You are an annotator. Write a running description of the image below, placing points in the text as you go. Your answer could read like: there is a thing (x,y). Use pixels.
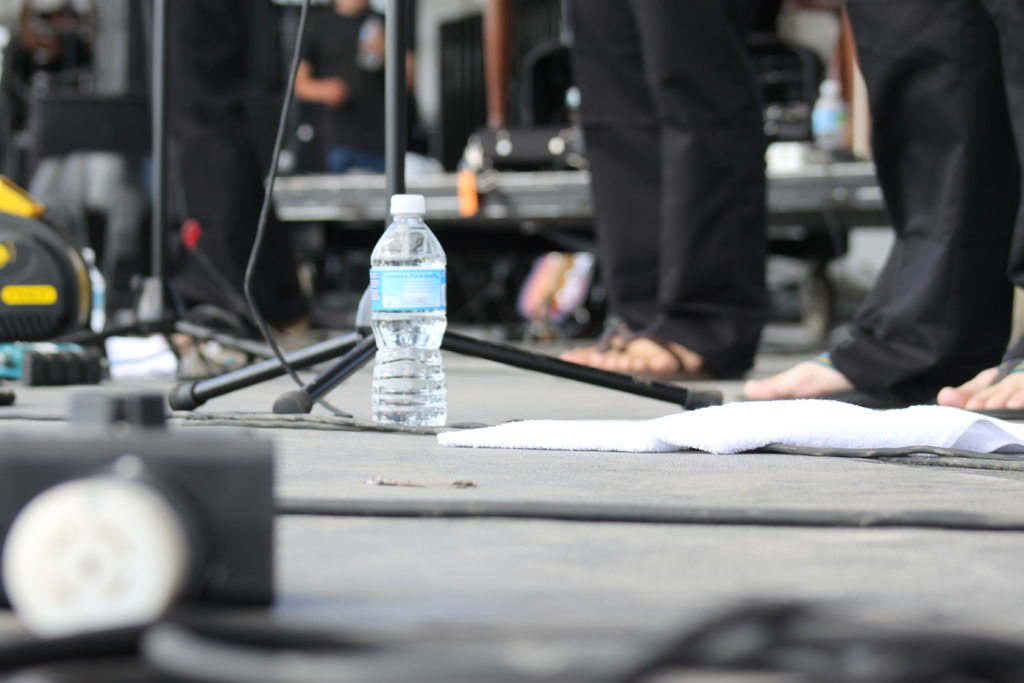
In this picture we can see a person (655,88) standing on the ground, and in front (428,268) here is the water bottle (441,268), and here is the stand (387,84), and here is the cloth (754,425).
